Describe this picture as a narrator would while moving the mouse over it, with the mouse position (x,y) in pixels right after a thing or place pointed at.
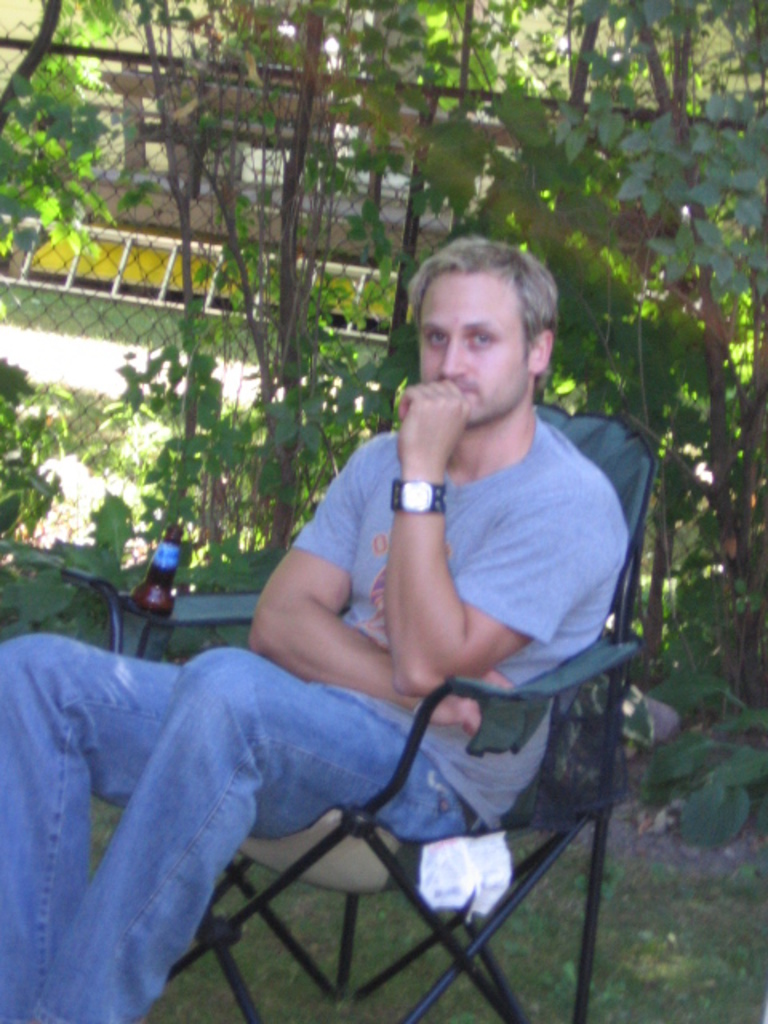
In the image there is a man (386,676) sitting on a chair (461,681) in a garden (219,1005), beside him there is a bottle (158,592) and behind the man (219,701) there is a mesh (152,195) and there are also few plants (348,111).
